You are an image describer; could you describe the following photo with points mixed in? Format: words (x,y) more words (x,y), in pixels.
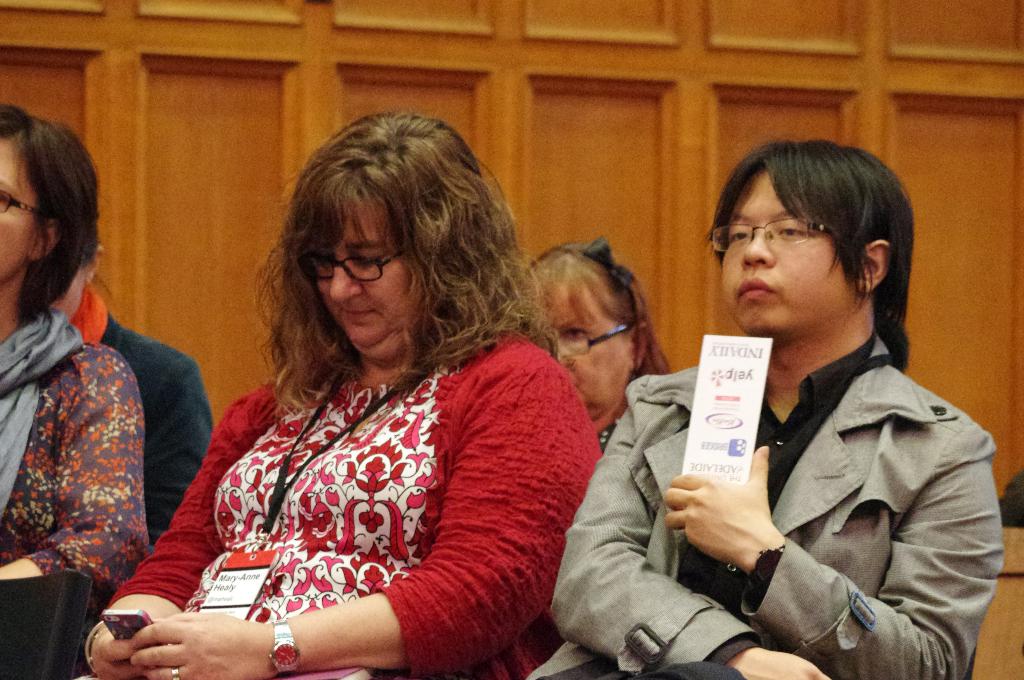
In this image I can see few people (787,455) sitting and holding mobile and papers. They are wearing different color dresses (657,442). Back I can see a brown color wall (558,68).
